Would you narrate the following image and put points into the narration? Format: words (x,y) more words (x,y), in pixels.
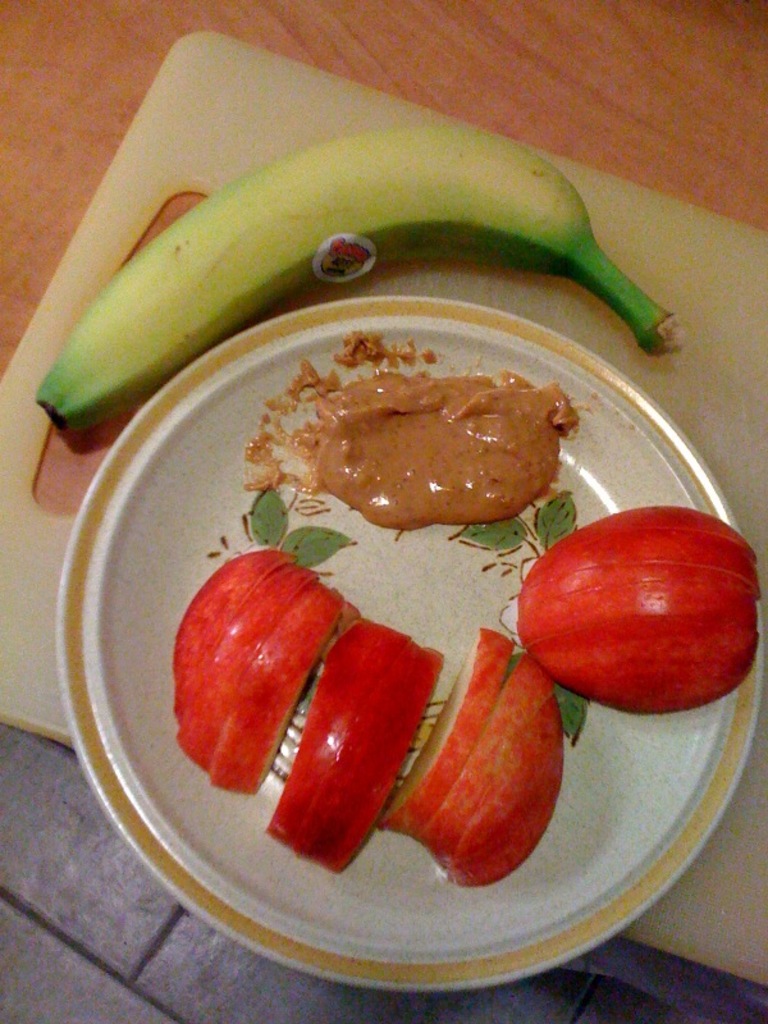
In this image there are slices of apple (529,594) and sauce (305,433) on the plate (162,438), beside the plate (240,363) there is a banana (396,219) on a chopping board (40,422).
